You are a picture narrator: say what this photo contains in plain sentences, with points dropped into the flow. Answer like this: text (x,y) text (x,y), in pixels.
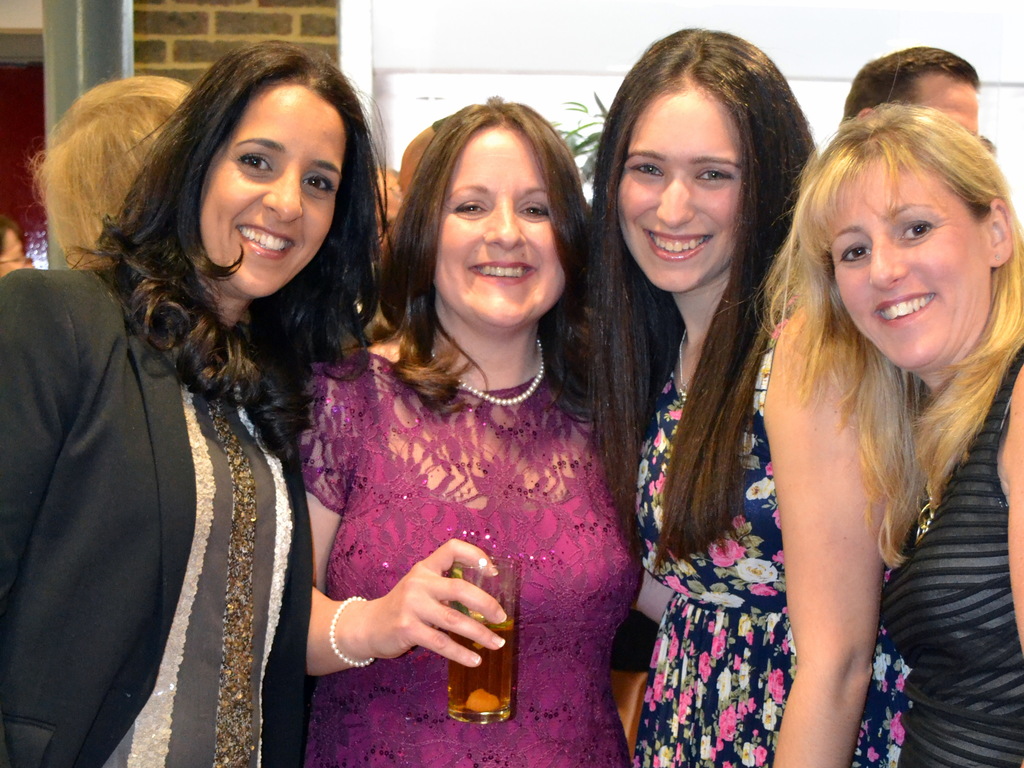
There are four women (478,445) standing and smiling. This woman (461,553) is holding a glass (454,564). In the background (108,94), I can see few people (949,112) standing. This looks like a pillar (84,48). I think this is the wall (326,22).
